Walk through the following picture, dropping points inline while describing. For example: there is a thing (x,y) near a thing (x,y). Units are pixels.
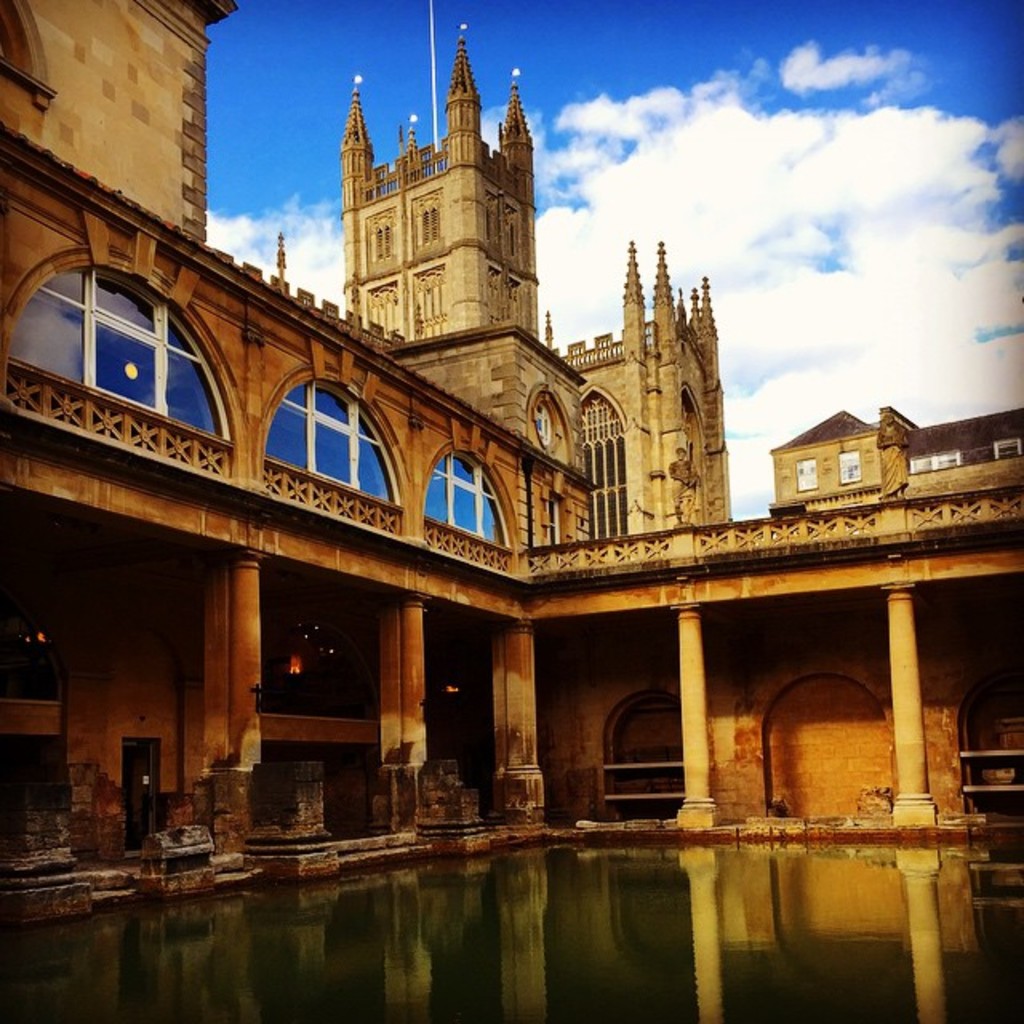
In this image I can see a building (235,329) and pillars (527,671) of the building (124,692). I can see a water pond (548,927) at the bottom of the image (559,921). I can see the sky (656,80) at the top of the image (839,128).
